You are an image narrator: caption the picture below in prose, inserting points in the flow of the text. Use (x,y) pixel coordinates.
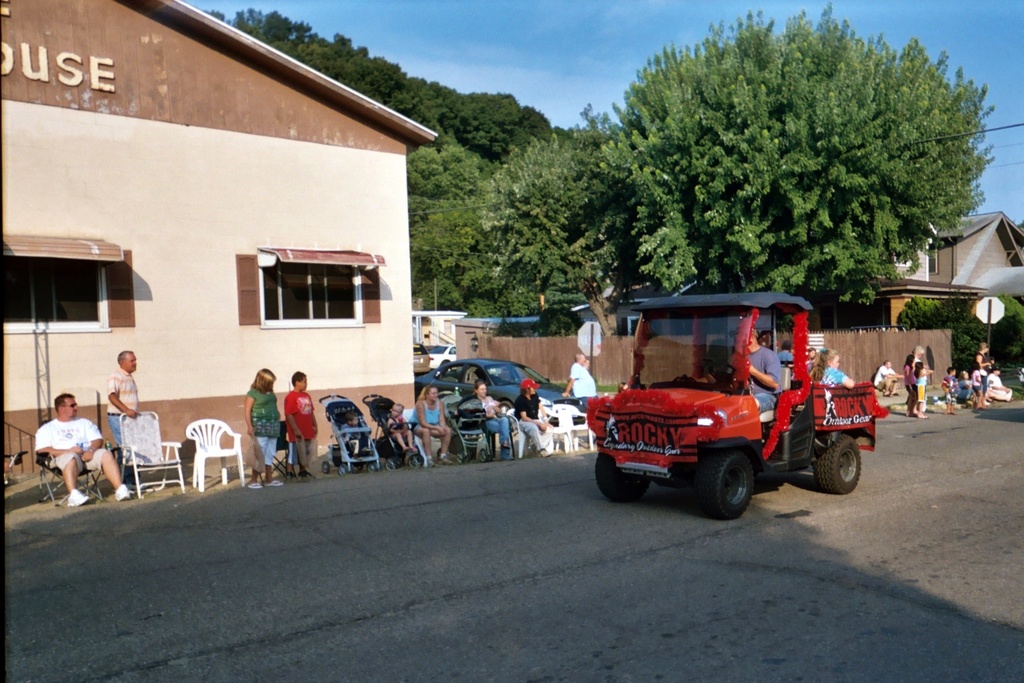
In the image there is a vehicle (762,411) on the road (551,465) and behind the vehicle (776,349) there are many people (135,393) sitting on the chairs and some of them are standing, behind them there is a house (266,159) and beside the house (202,253) there are plenty of trees (660,172).
